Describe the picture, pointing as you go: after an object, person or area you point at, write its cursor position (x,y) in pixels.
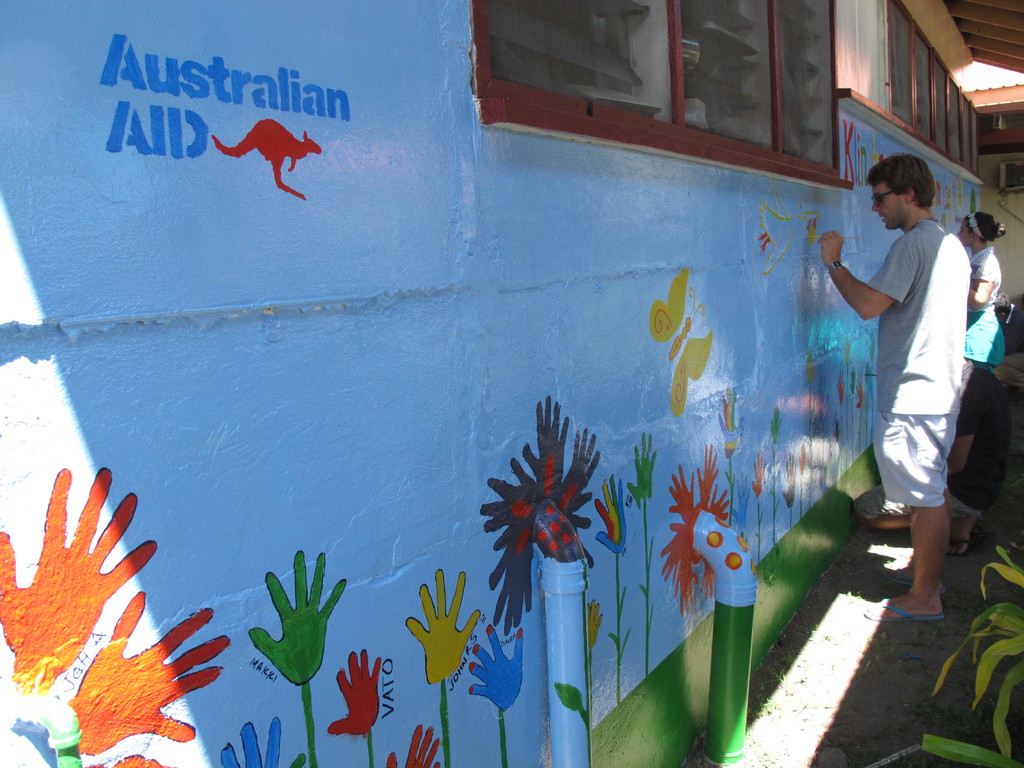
In this image I can see two people (882,402) with different color dresses (927,401) and these people (935,400) are standing in-front of the wall (473,253). I can see the windows (732,69) and the painting (557,425) to the wall (571,450). To the right (1004,606) I can see the plant (1021,651). In the background (999,199) I can see an another building (985,204) and the sky (976,78).
